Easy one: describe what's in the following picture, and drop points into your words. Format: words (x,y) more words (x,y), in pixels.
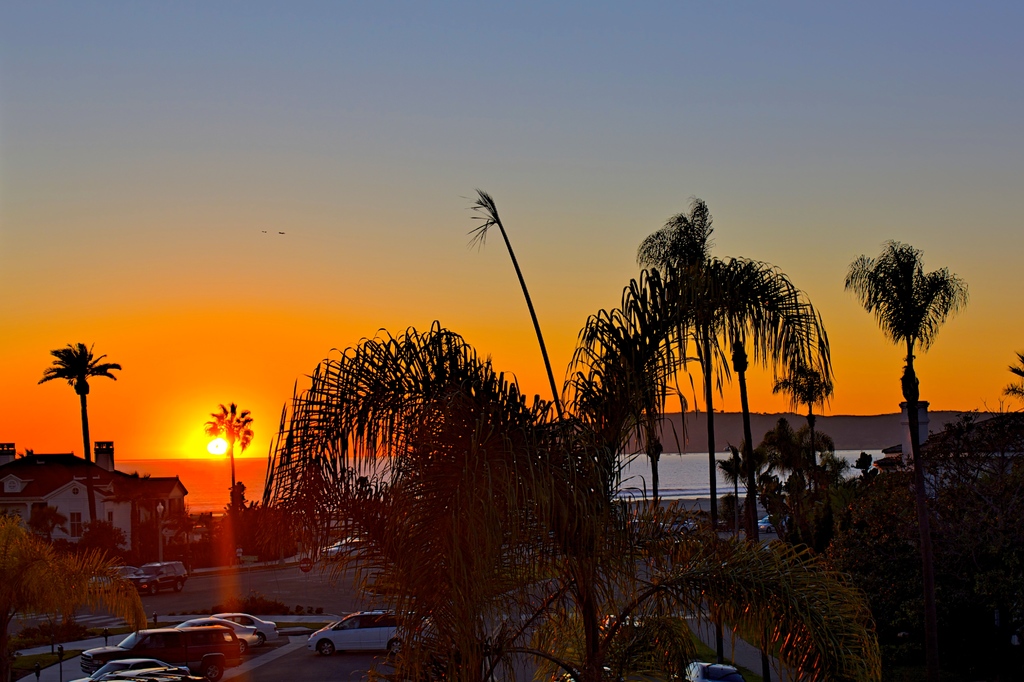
In this image there are trees (530,537), cars (175,634) and buildings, in the background of the image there are mountains (835,448), at the left of the image (206,442) there is sun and birds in the sky (531,146).
